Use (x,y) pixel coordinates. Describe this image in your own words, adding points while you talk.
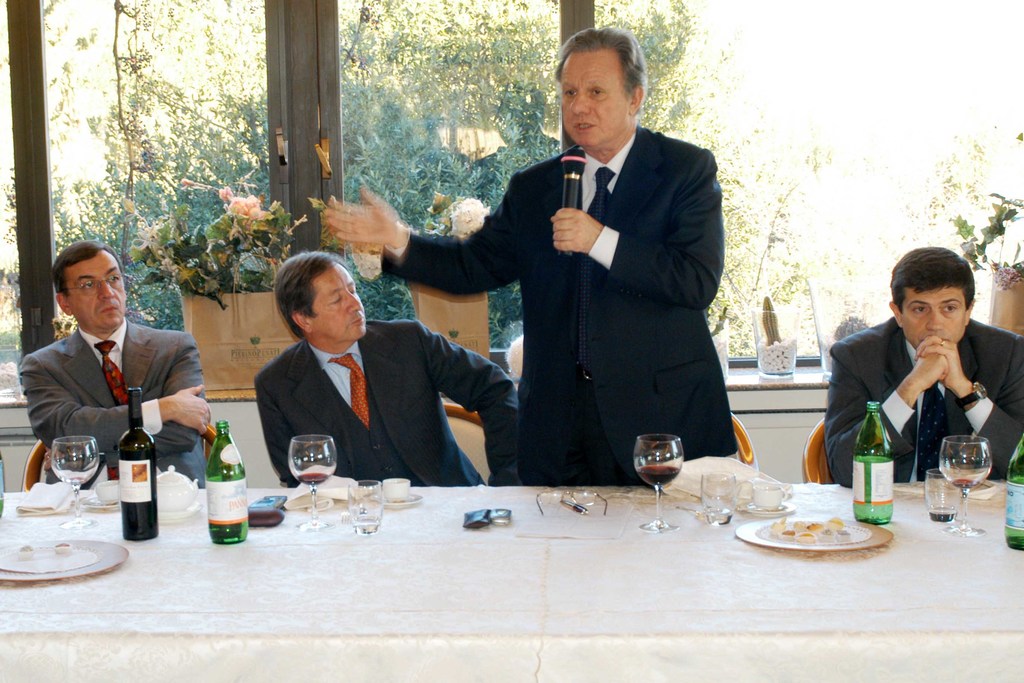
In this image, we can see four persons (429,423) are in suit (359,435). Here three persons (911,435) are sitting on the chairs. Here a man (641,232) is holding a microphone (569,207) and talking. At the bottom (715,612), we can see table (589,609) covered with cloth (443,616). So many things (15,578), bottles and glasses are placed on it. Background (728,301) we can see house plants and glass windows (795,260). Through the glasses (351,163) we can see trees (539,131).
